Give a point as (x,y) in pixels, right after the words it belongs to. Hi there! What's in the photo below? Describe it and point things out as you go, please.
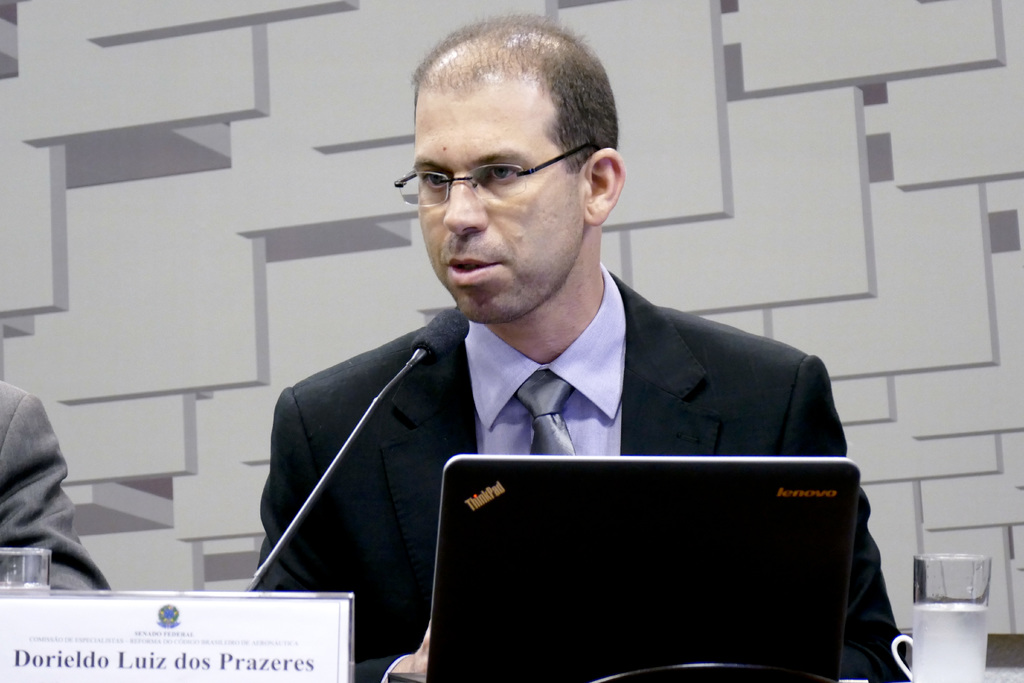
In this image we can see few people (530,248). There is a laptop (637,549) in the image. There is a mic (421,339) in the image. There is a glass (952,633) at the right side of the image (956,629). We can see some text (144,657) on the board (200,639).
